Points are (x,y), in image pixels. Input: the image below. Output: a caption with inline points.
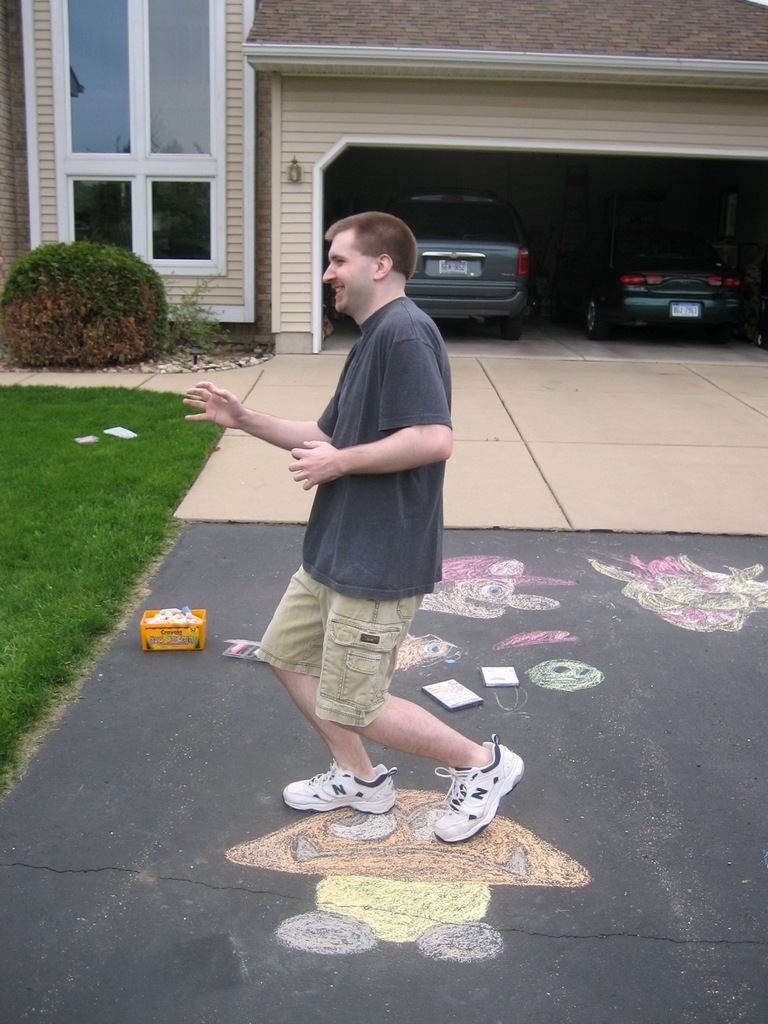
In this picture we can see a person (370,313) smiling. There are a few objects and some art (332,822) is visible on the road (223,624). We can see some objects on the grass (41,410). There are drawings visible on the ground (251,384). There are a few vehicles (426,238), an object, glass objects (156,67) and other objects (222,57) are visible on a building (766,240).
